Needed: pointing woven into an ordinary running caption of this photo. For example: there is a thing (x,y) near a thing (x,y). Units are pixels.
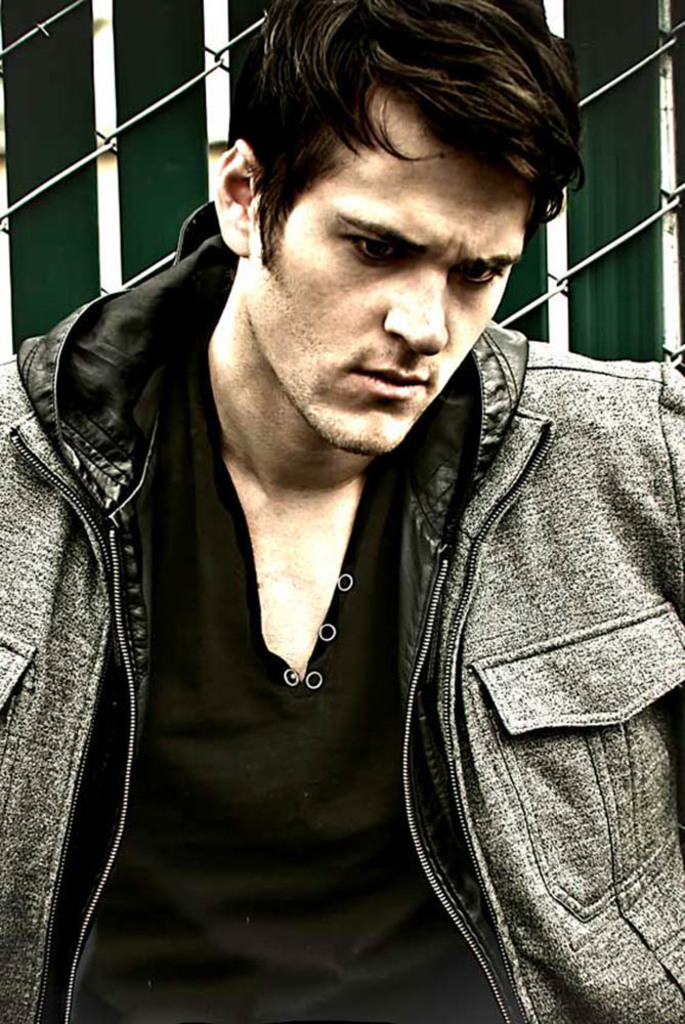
In this picture I can see a man (15,861), and in the background (633,229) there are iron wires (574,271).
